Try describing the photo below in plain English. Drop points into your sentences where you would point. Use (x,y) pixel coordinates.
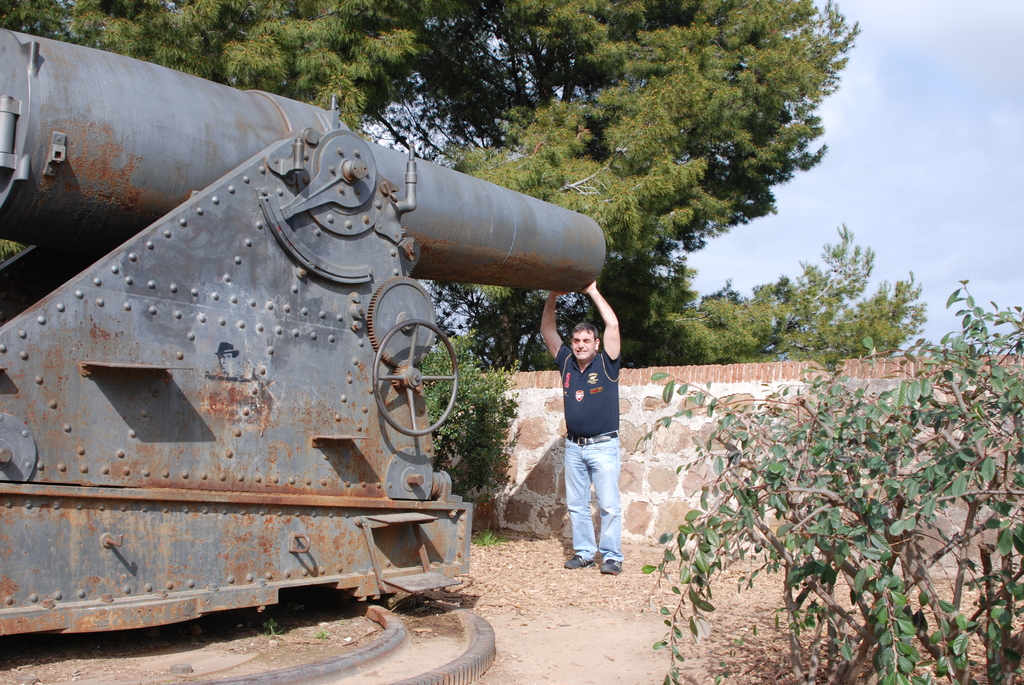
In this picture I can see a cannon (179,189) in front (531,234) and I see that a man (565,352) is holding it and I see the path (641,618), on which there are few plants (480,404) and I see the wall (512,513) behind the man (565,393). In the background (469,153) I see the trees (726,139) and the sky (777,199).
